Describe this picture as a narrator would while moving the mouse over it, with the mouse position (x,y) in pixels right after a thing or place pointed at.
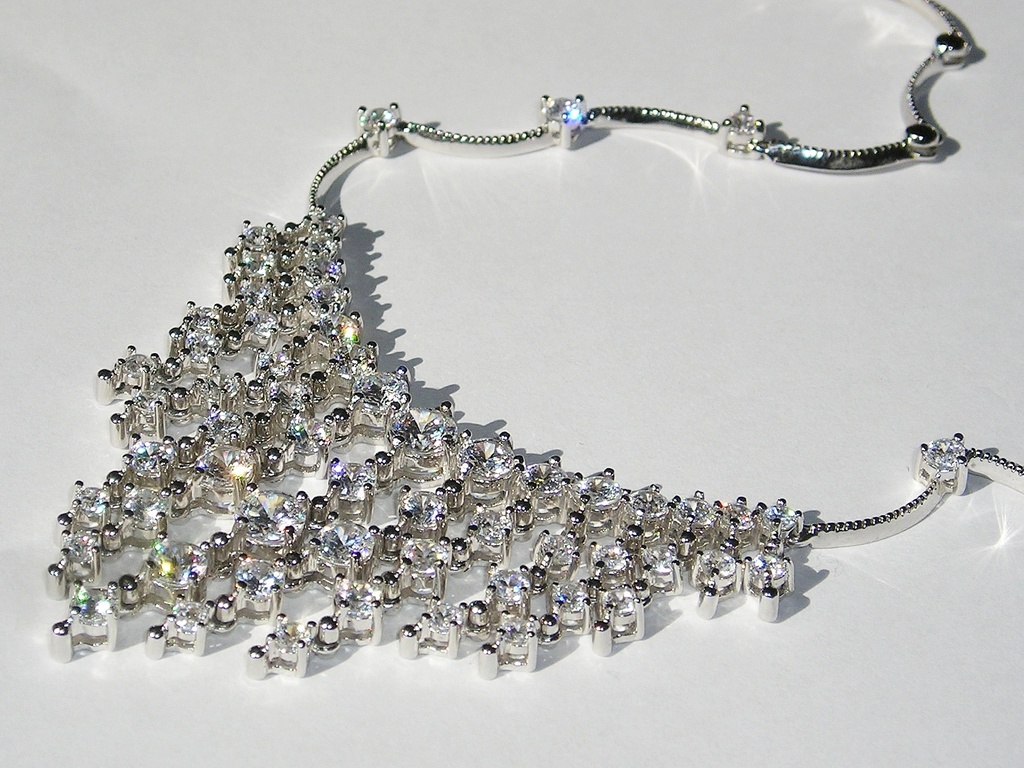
In the image there is a white surface (529,730). On the surface (590,642) there is a silver color necklace (558,141) with white stones (320,283).
